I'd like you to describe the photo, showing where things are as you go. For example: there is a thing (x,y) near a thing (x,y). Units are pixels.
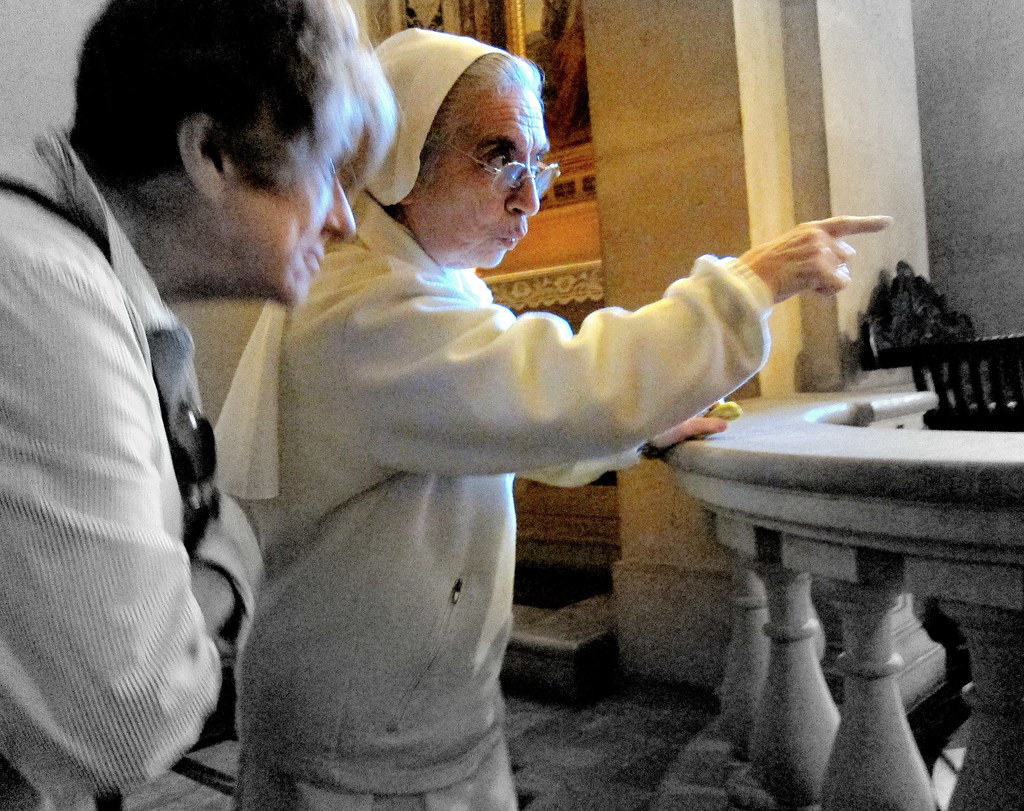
In this image we can see two persons (340,473). We can also see the pillar (754,107), wall (958,179) and also the frame (552,44) attached to the wall (567,255). On the right (852,575) there is fence (947,523) which is constructed with the small pillars (789,701). We can also see the floor (577,734).
